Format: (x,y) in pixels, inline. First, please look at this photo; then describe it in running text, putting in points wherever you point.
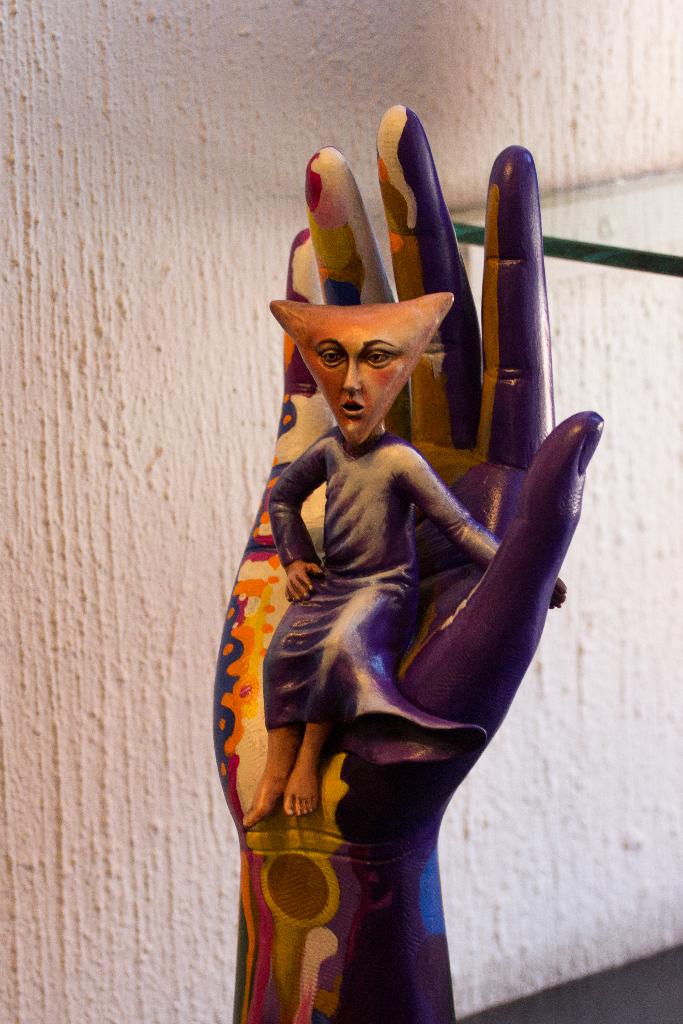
In this image we can see a wood carving (368,940).
